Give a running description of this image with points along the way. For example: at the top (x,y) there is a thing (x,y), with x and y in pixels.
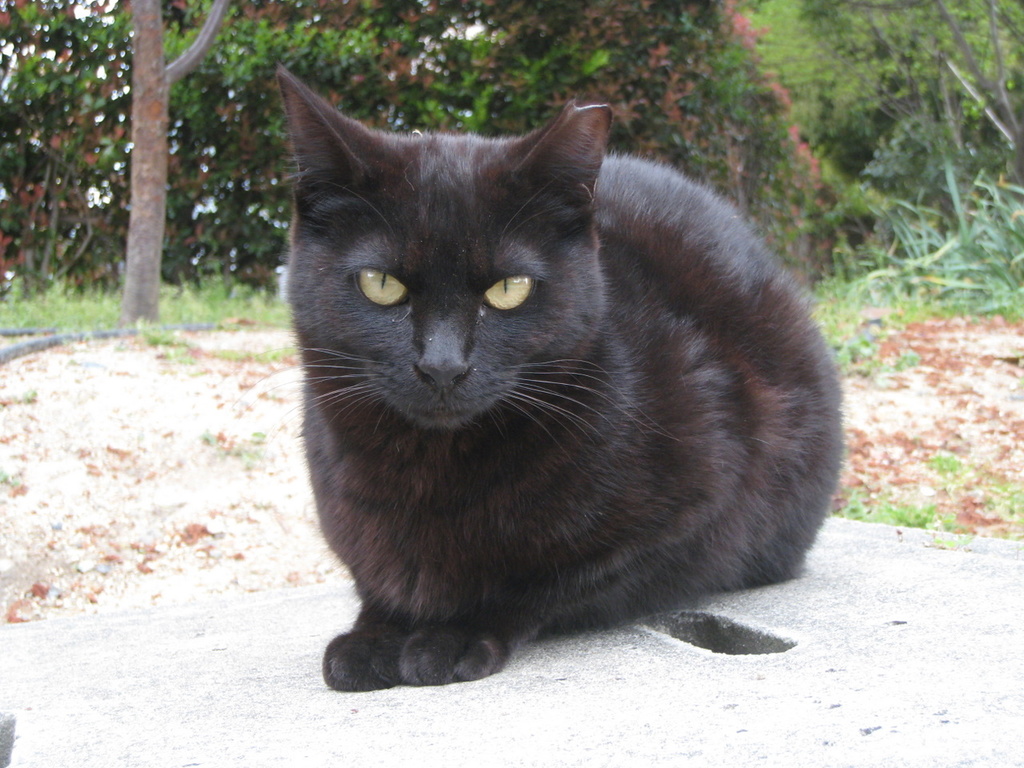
In the picture I can see black cat (397,366) sitting on the floor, behind we can see so many trees (614,134).
